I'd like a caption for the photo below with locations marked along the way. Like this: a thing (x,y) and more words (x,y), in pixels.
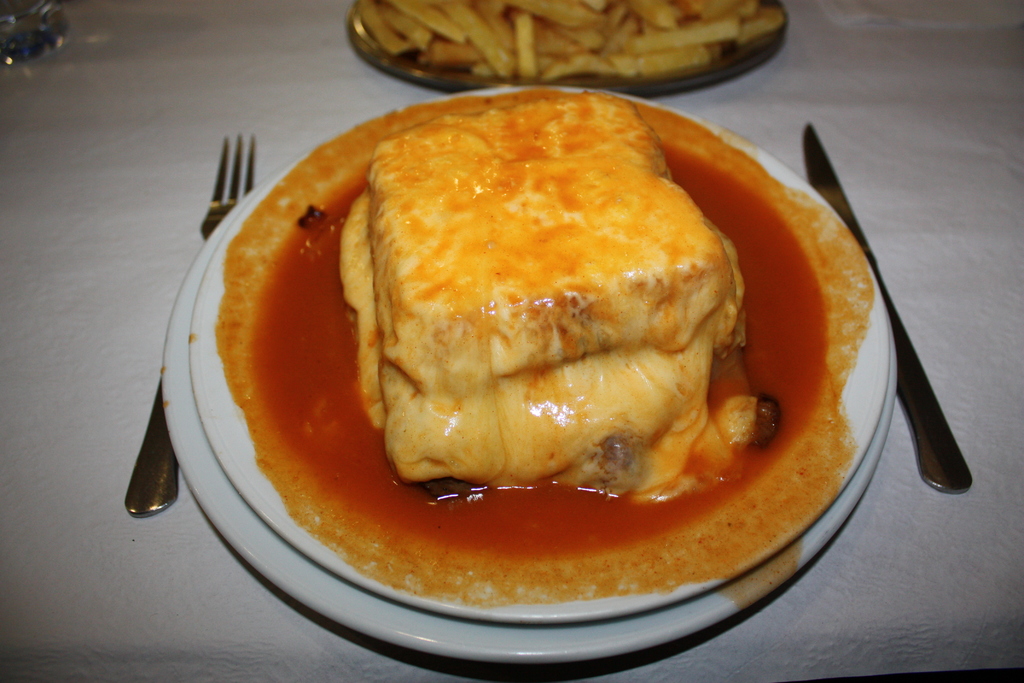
In this picture I can see there is some food (387,504) placed on the plate (702,586) and there is another plate (730,72) of food (621,18) placed on the backdrop (711,31). There is a fork (132,487) and knife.
